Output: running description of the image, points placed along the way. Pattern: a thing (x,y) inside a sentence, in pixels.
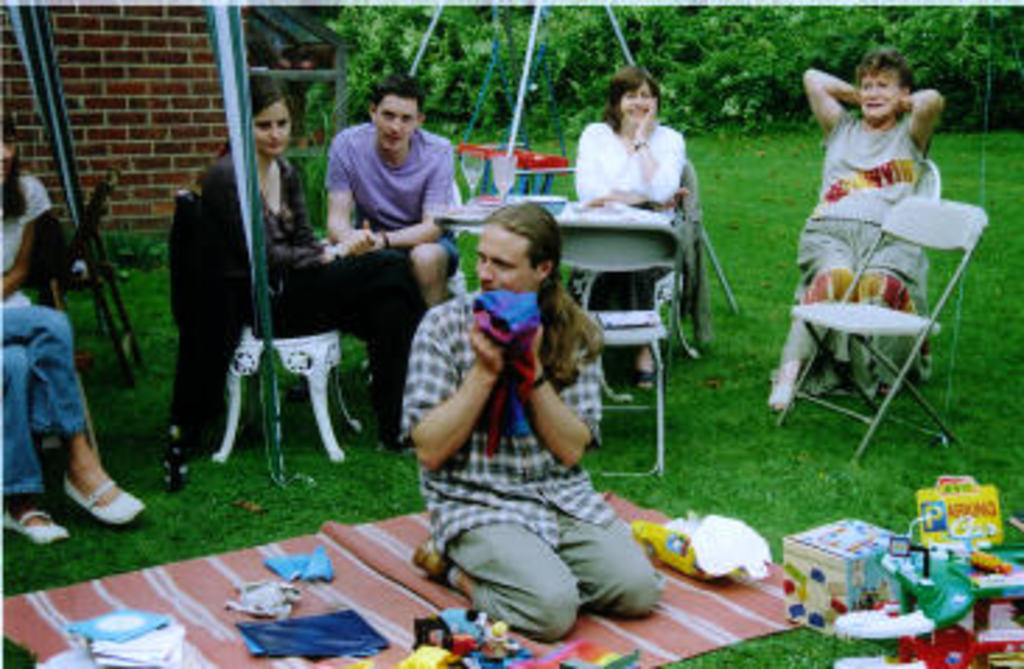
In this picture we can see some objects (935,620) on the grass (847,511). We can see a person (480,342) holding an object (525,397). There are a few people (31,394) sitting on the chair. We can see glasses (466,163), rods (427,45), a brick wall (121,120), other objects (340,52) and a few plants (570,54) in the background (525,43).
